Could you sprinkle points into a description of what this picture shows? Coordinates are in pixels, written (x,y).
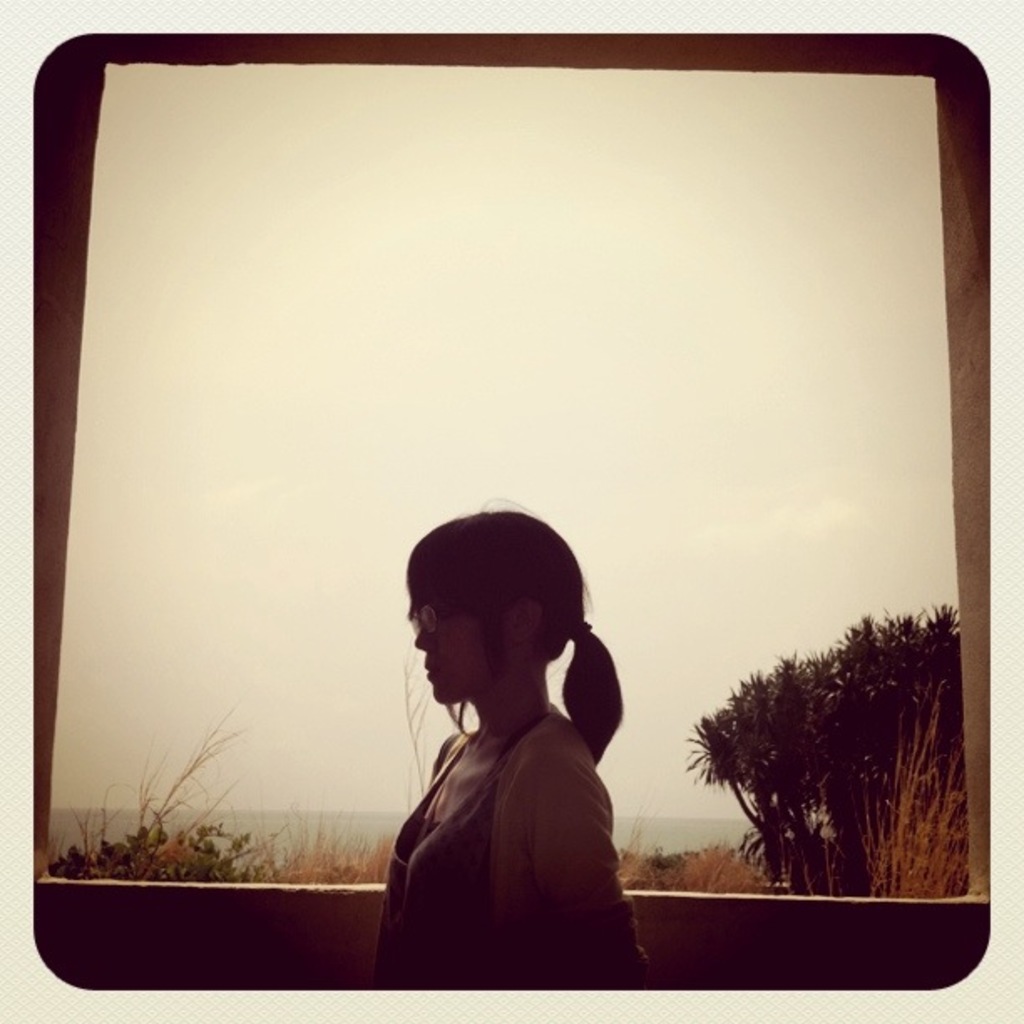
In this image, we can see a woman (523,888) and wall (100,931). Background (728,757) we can see plants (889,867), trees (741,757) and sky (613,416).
